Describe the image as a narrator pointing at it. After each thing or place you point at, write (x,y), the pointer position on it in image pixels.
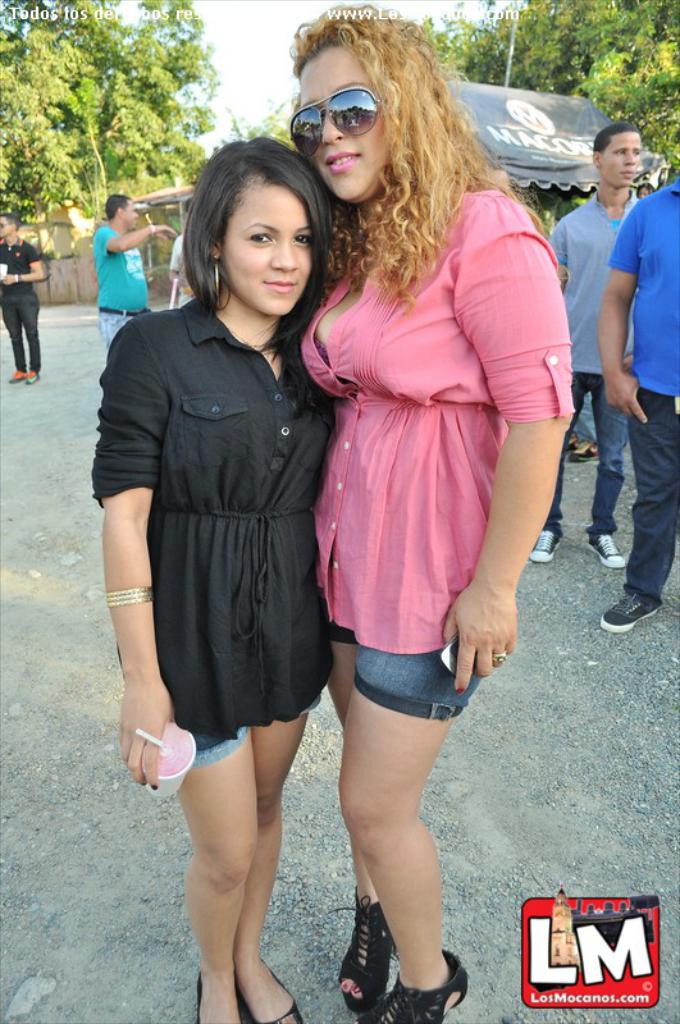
In this image we can see two persons (441,416) wearing pink and black color shirts (388,428) respectively and a person (326,339) wearing pink color dress (388,417) also wearing goggles (353,118) and holding some object (455,657) in her hands (474,629), and a person (310,452) wearing black color dress (114,486) holding coffee glass (163,761) in her hands (153,728) and in the background of the image (609,142) there are some persons (631,156) standing, there are some shops (569,156), trees (70,59) and clear sky (195,32).
